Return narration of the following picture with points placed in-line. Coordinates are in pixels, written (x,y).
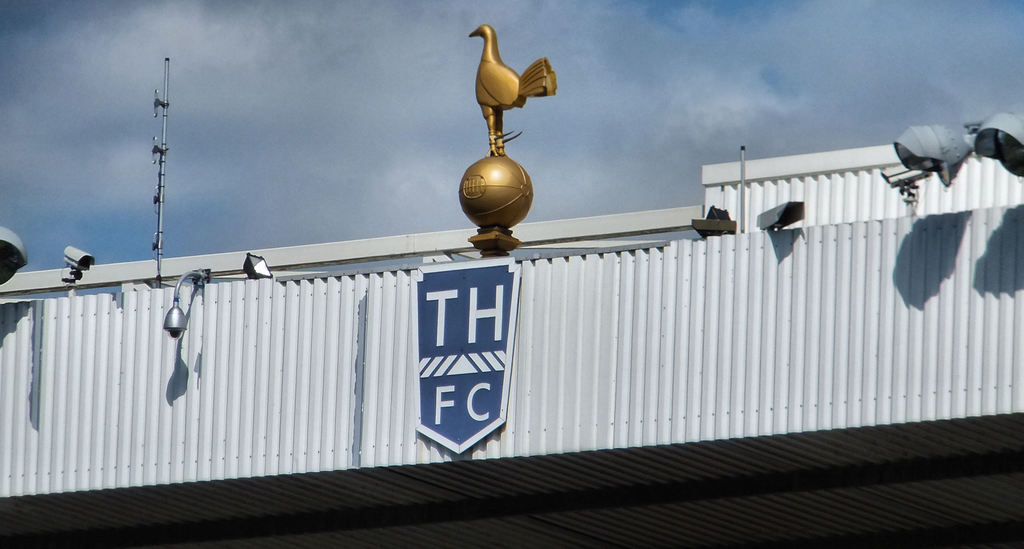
In this picture I can see lights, sculpture (501,140), tower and there are some objects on the roof top (825,260), there is a board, and in the background (582,130) there is sky (582,130).
